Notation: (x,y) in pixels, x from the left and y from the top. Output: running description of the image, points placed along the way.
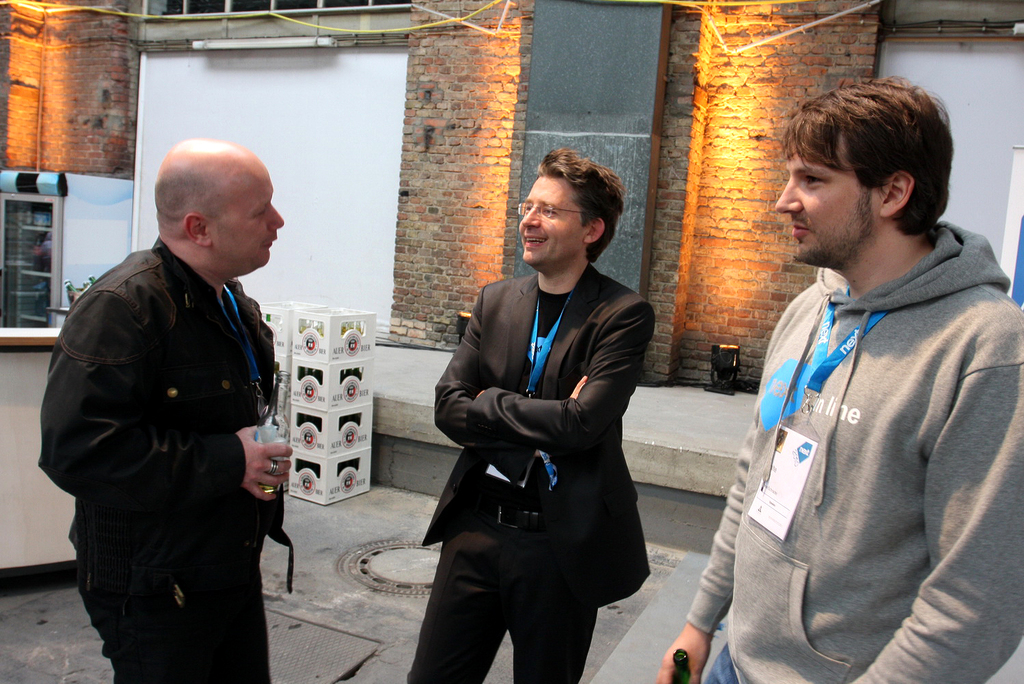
In the image three persons (1017,308) are standing and smiling and holding glass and bottle (680,676). Behind them there is wall (55,72), on the wall (498,211) there are some lights (250,41) and banners (234,94). On the left side of the image (6,379) there is a table (48,340). Behind the table (21,334) there is a refrigerator (11,173) and boxes (314,384).
